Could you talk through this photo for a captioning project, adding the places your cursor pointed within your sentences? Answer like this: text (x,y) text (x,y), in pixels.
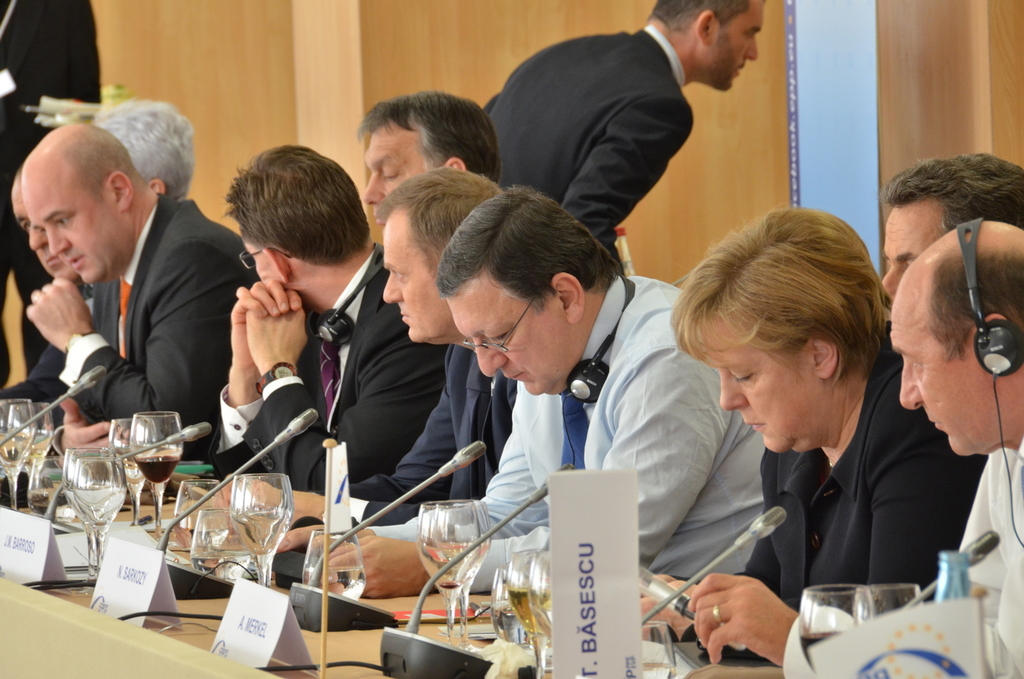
At the bottom of the image (56,615) there is a table (98,640). On the table (98,640) there are name boards (250,615), glasses (241,533) with drinks (23,463), mics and some other things (328,524). Behind the table (386,605) there are few people (368,346) sitting. And there are three persons (698,384) with headphones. Behind them there is a man (634,94) standing. And also there is wall (223,146) with pillars (351,158).
